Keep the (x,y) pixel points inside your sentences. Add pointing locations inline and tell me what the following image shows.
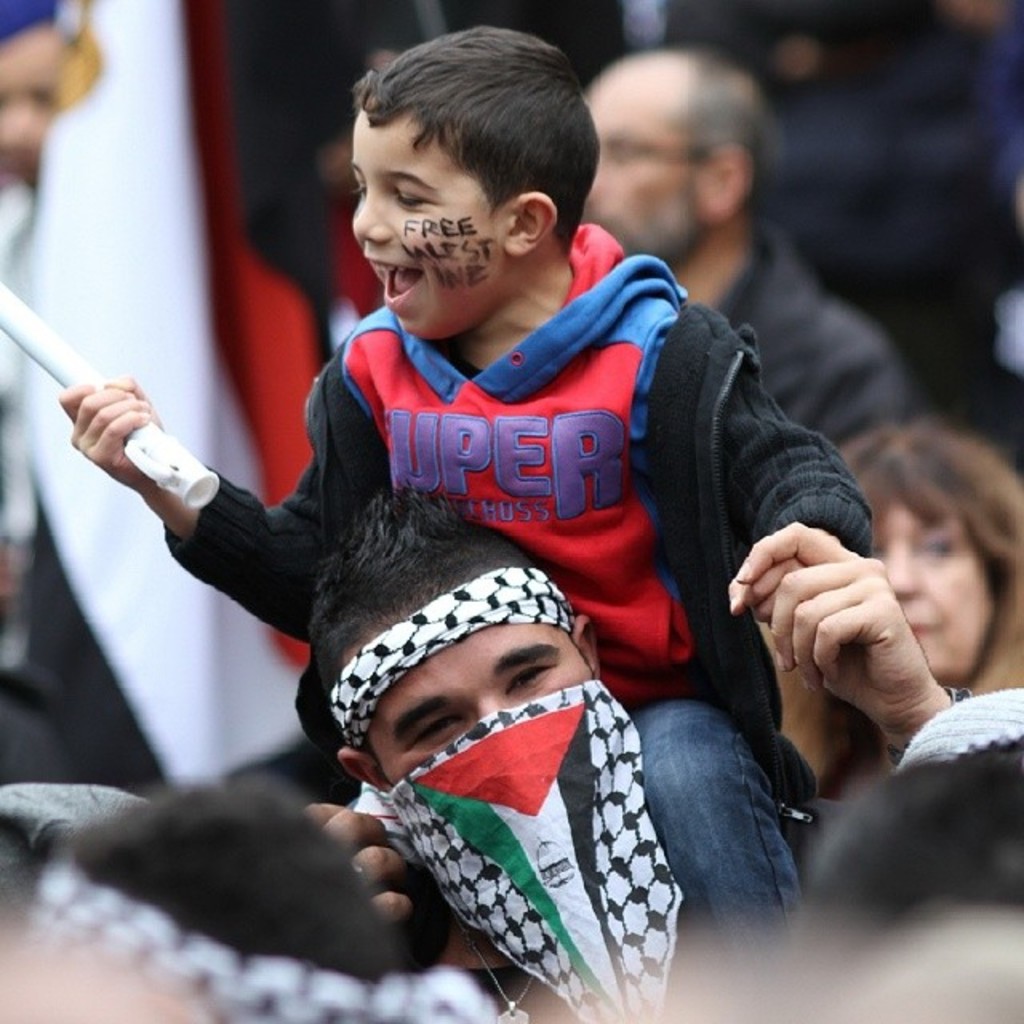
This image is taken outdoors. In the background (820,339) there are a few people (607,92) and there is a cloth (131,309). In the middle of the image (495,680) there are a few people (575,942) and there is a man (444,775). He is with a mask (479,845) and there is a kid (412,400) and he is with a smiling face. He is holding an object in his hands (183,506).
